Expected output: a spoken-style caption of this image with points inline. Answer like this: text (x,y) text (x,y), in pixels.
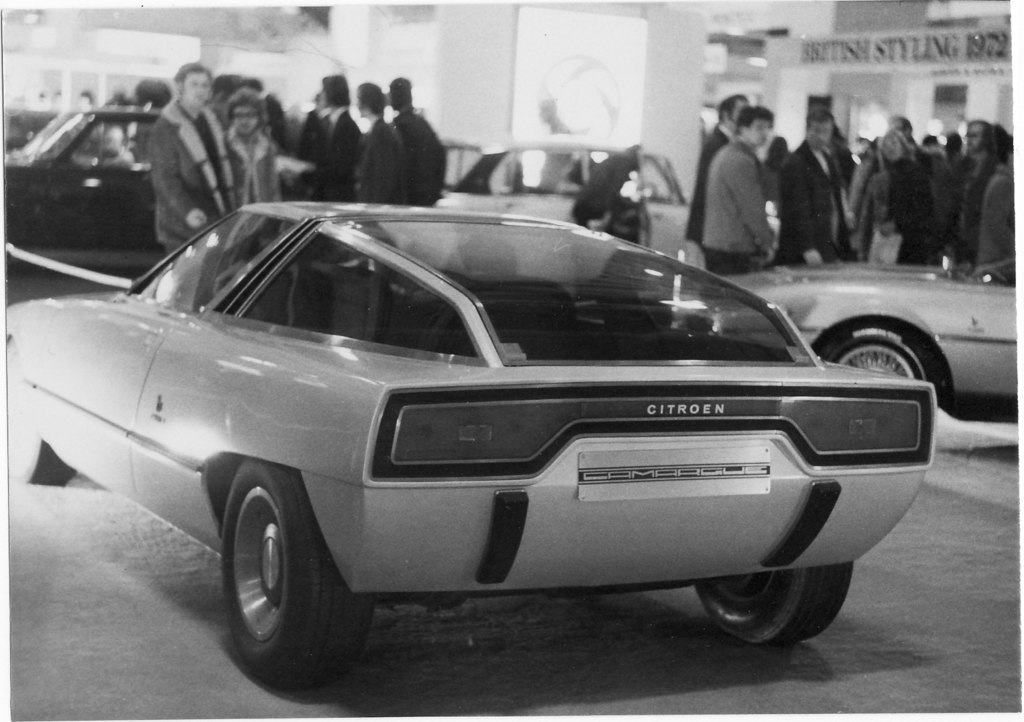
This is black and white picture, in this picture there are people (156,197) and we can see vehicles (137,335). In the background of the image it is blurry and we can see board (846,45).
